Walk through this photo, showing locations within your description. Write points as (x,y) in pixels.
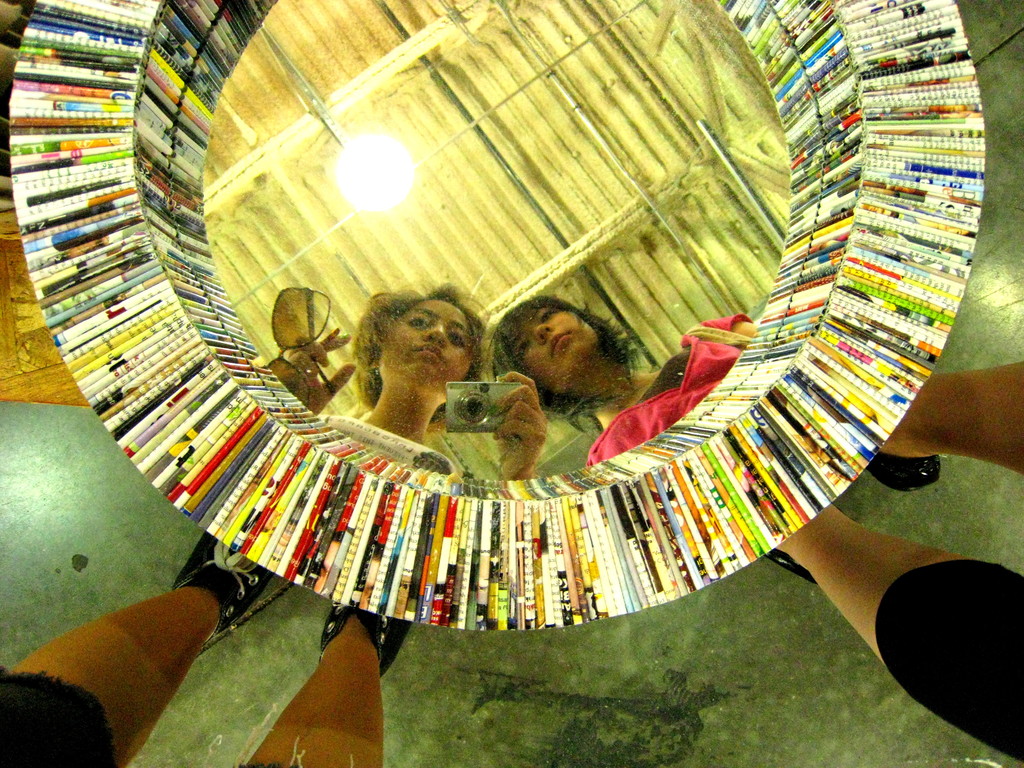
In this image I can see two person reflection (442,340) on the mirror (486,374) and they are holding camera (502,394) and glasses (279,329). I can see a light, colorful books (900,59) around the mirror (607,112) and two persons legs (1007,396).
